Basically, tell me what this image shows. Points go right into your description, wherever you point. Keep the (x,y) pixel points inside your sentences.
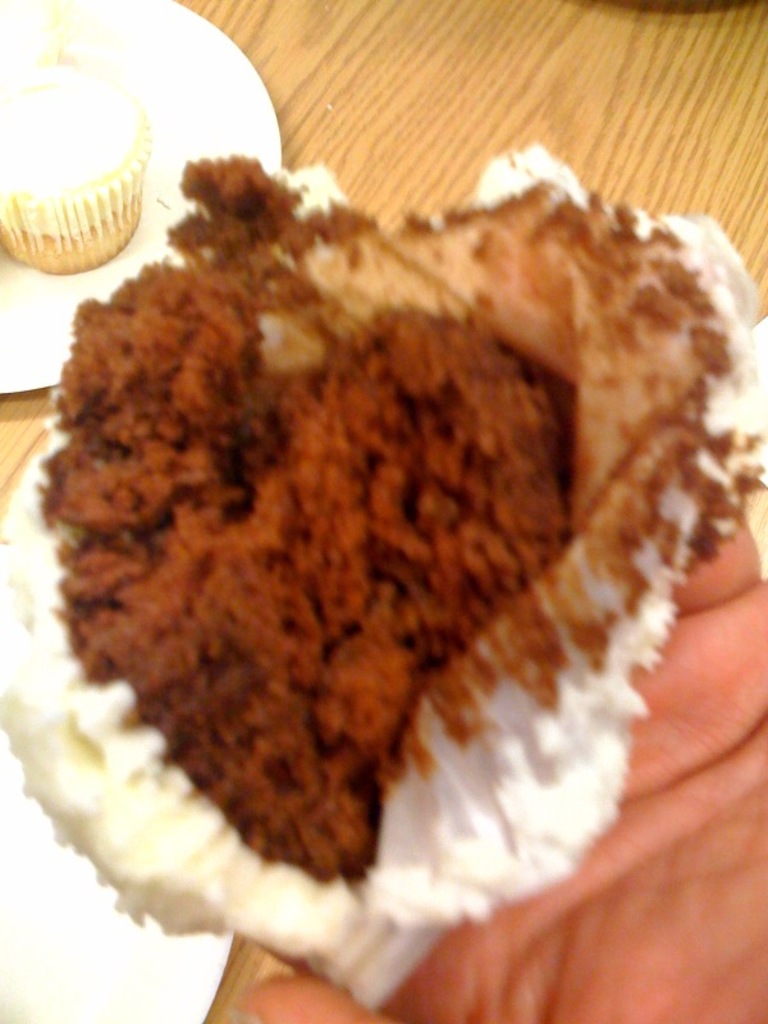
In this picture, we see the hand (749,721) of the human (482,1023) holding the cupcake (435,863). In the background (172,128), we see a plate (193,115) containing cupcake (76,215) and an empty plate (96,913) is placed on the wooden table (492,150).
